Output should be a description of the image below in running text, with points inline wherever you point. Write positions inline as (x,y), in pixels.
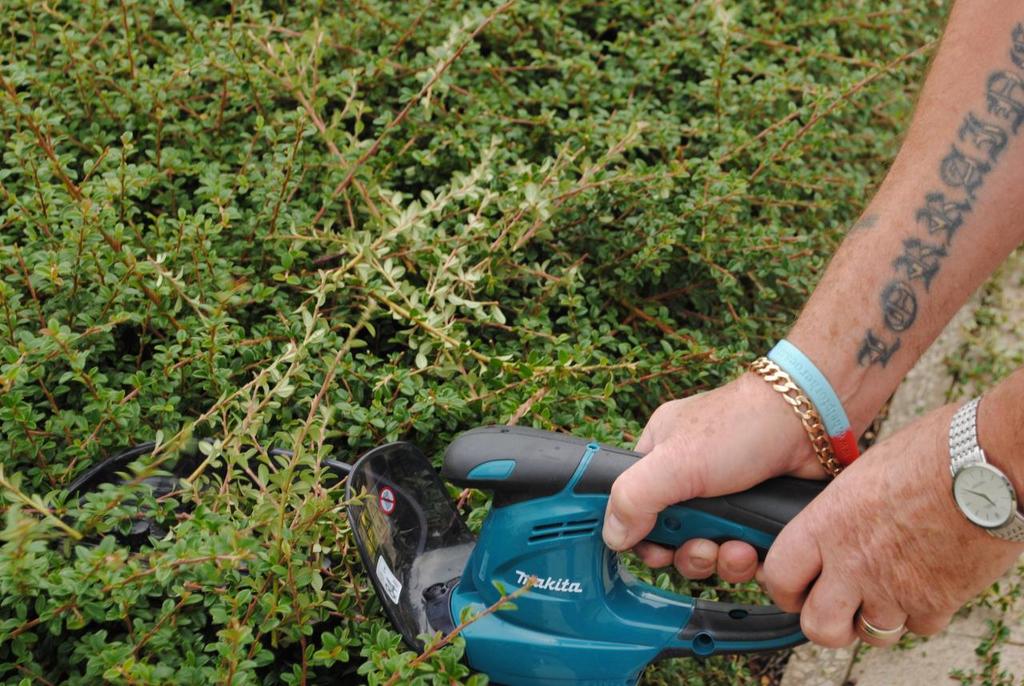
There is one person (797,460) holding an object (624,600) as we can see on the right side of this image (698,613). We can see plants (527,174) in the background (368,347).
